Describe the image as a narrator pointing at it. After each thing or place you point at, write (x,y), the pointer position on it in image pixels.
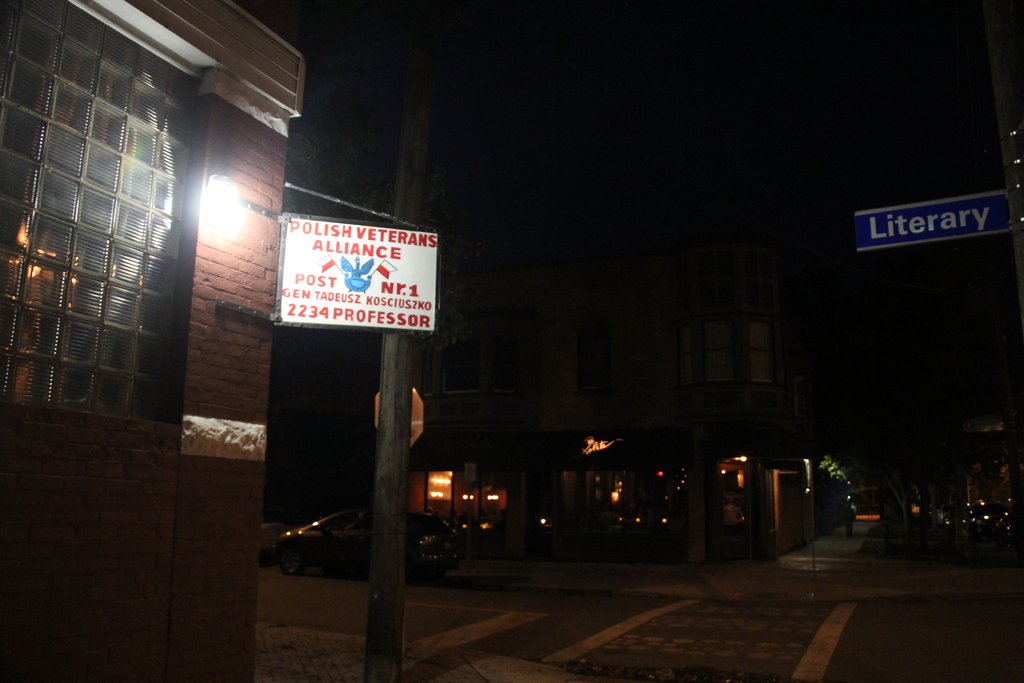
This picture is taken during night and I can see a road (867,609) at the bottom (895,614), on the road (915,619) I can see the vehicle (358,531), on the left side (231,355) I can see a building (223,370) and the wall (166,501), on the wall (250,186) I can see a light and in the middle (358,279) I can see a pole (403,196) and notice board (416,263) attached to the pole (413,130) and I can see a street name board (965,210) on the right side (977,233).
